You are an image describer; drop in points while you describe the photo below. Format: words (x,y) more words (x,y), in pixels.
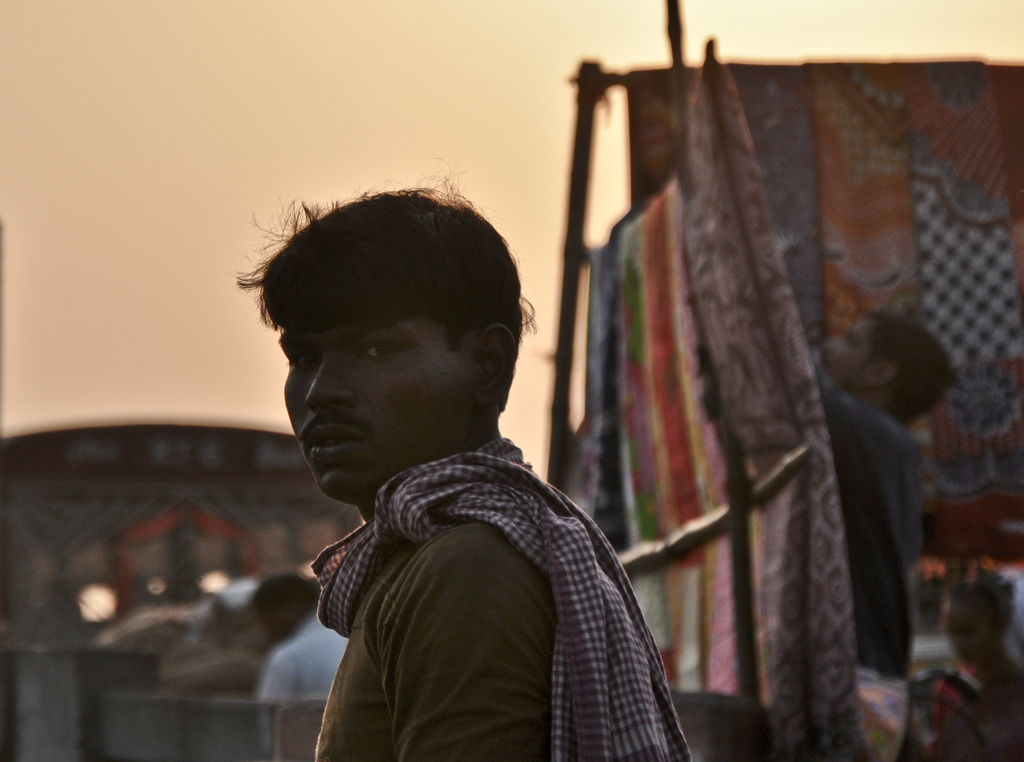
In the center of the image (359,259) we can see man (319,472). In the background (318,631) we can see clothes (884,140), persons (298,674), building (119,528) and sky (276,88).
